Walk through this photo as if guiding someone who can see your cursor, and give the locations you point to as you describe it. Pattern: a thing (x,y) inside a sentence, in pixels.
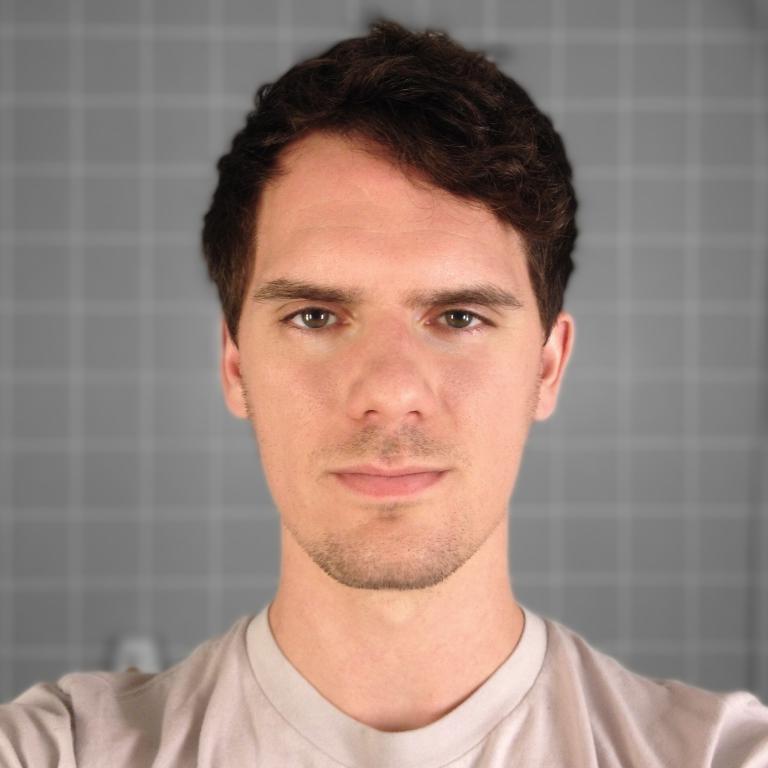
In this image we can see a person (514,601). In the background of the image (724,49) it looks like a wall (137,53).
